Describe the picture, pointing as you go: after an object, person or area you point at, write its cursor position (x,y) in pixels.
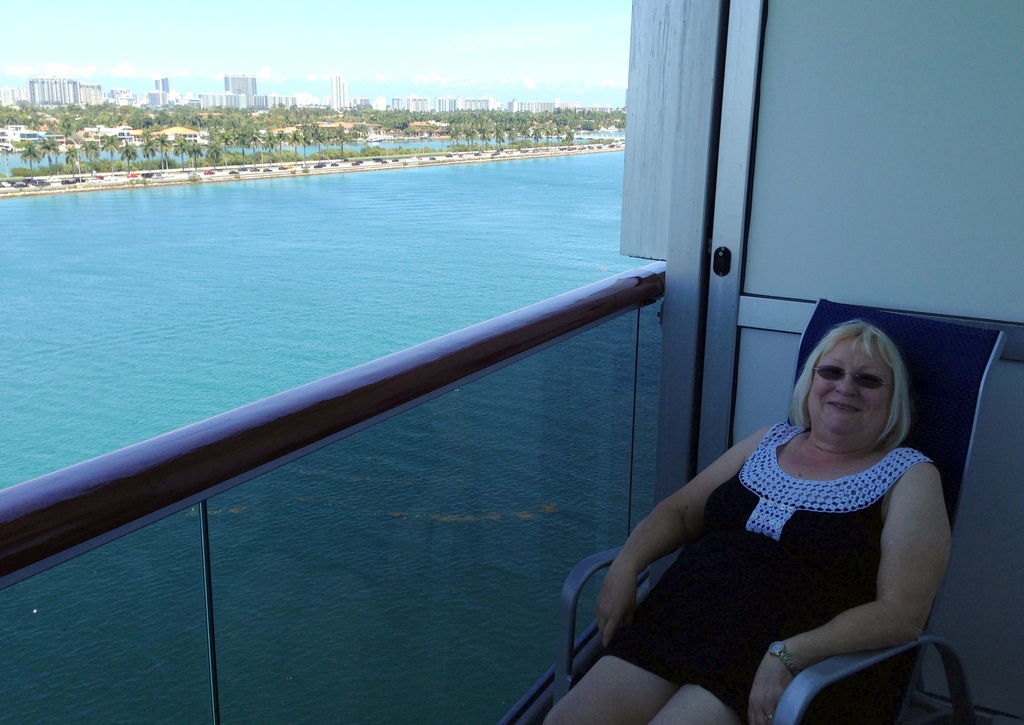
On the right side of the image (839,434) a lady (895,446) is sitting on the chair (915,363). In the middle of the image (466,248) water (287,257) is there. At the top of the image (265,133) we can see buildings (170,129), trees (193,155) are present. At the top of the image (442,30) sky (472,44) is there.
